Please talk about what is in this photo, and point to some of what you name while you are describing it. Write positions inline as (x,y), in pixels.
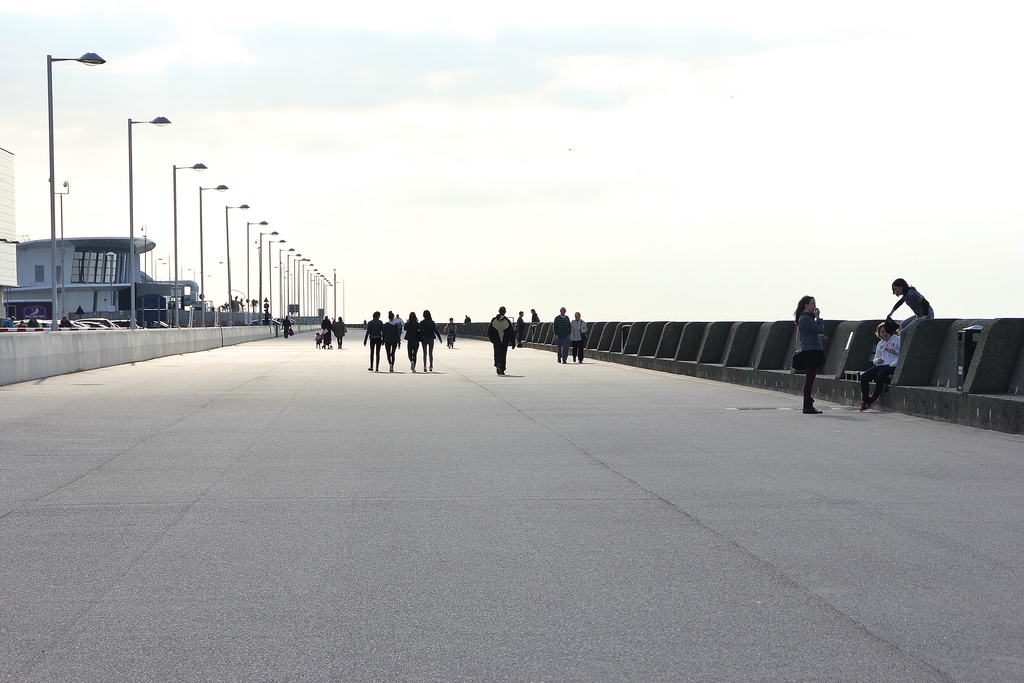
In this image there are group of persons (373,333) standing and walking. On the right side (874,378) there is a person (878,365) sitting. On the left side (70,255) there are poles (260,293), buildings (46,258) and trees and the sky (608,118) is cloudy.
